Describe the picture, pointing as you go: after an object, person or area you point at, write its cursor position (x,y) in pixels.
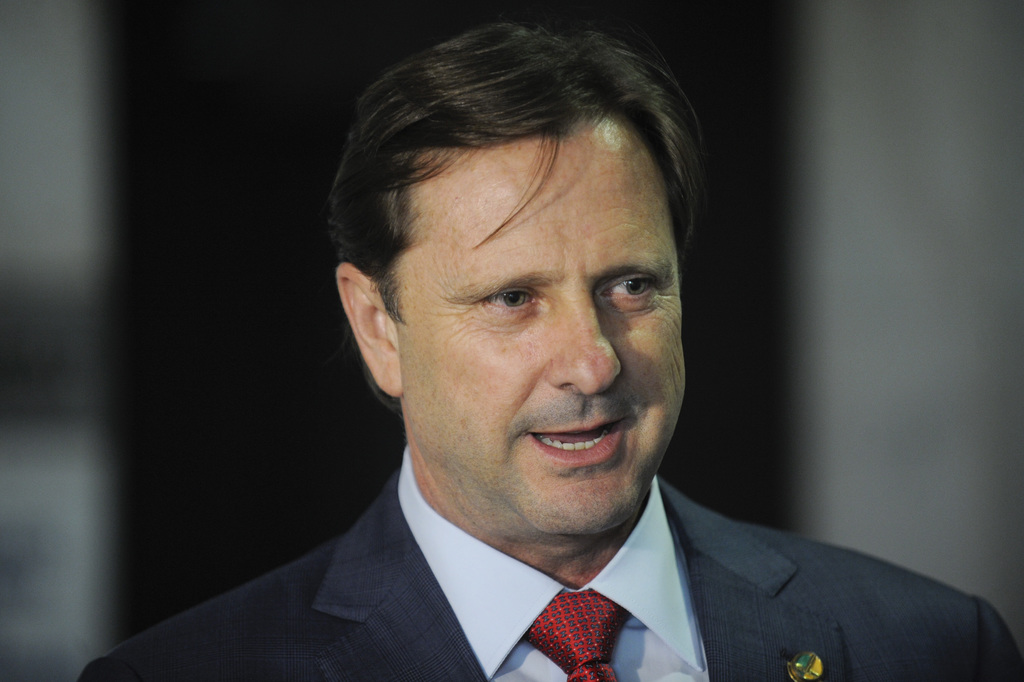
In this image I can see a person (486,323) wearing shirt (463,537), tie (535,635) and blazer (330,617) and I can see the blurry background (915,384).
